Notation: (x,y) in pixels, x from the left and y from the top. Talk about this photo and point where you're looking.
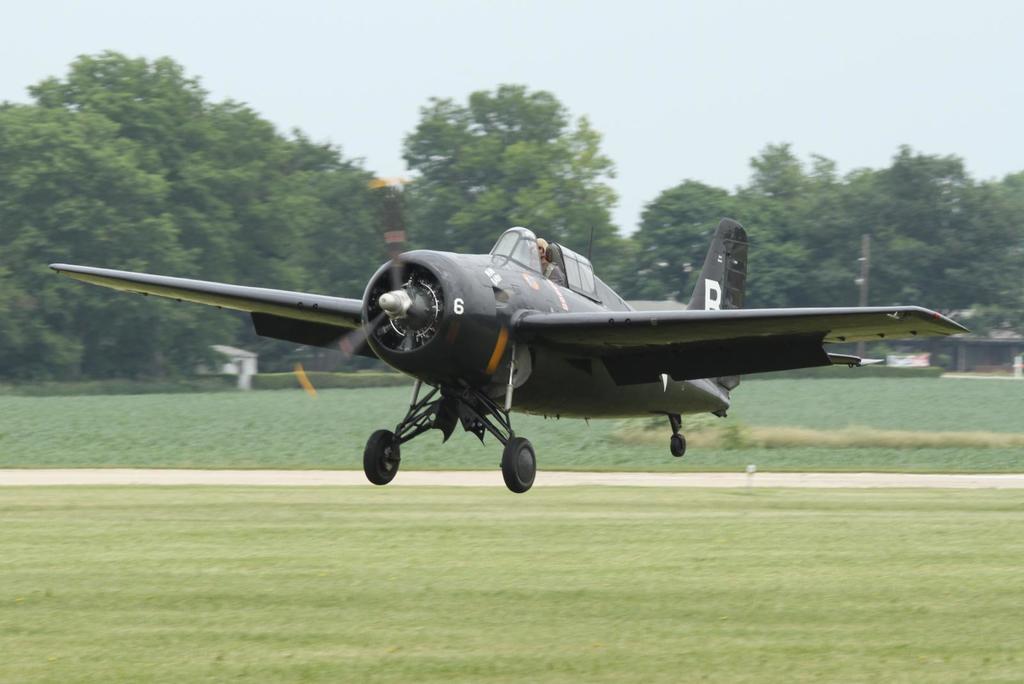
In this image we can see an airplane (526,332), few trees (440,217), grass (909,444), building (233,372) and the sky (580,92) in the background (558,90).
